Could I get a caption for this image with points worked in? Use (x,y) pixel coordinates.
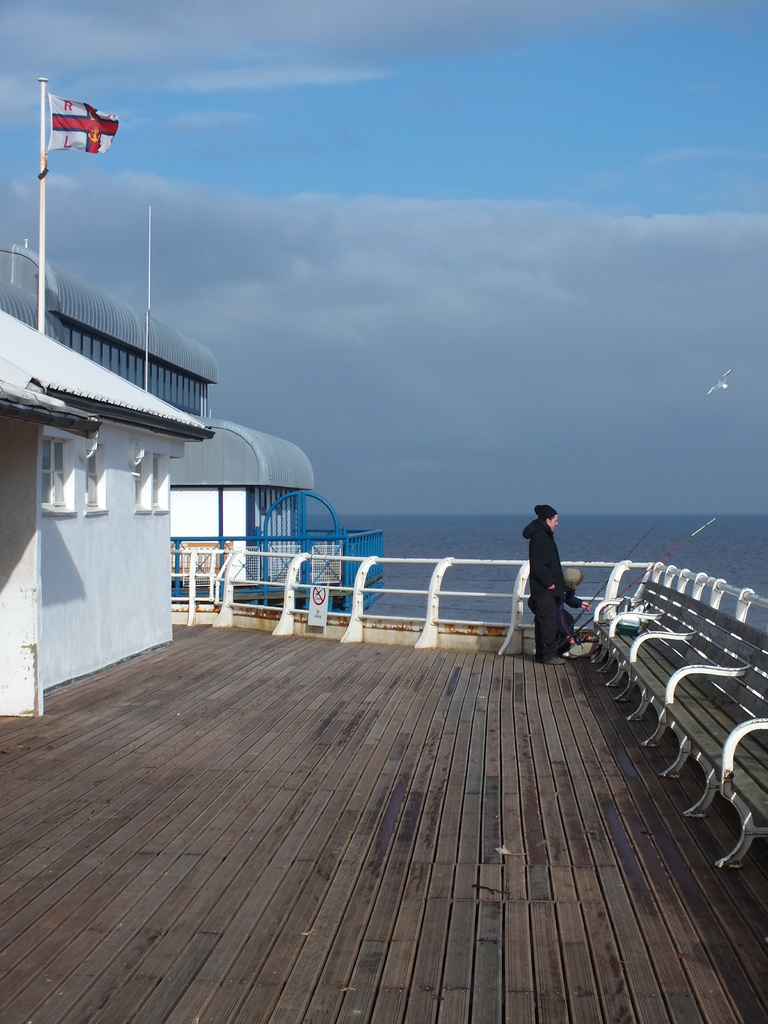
This is a pier (447,767). In this pier (371,735) there are benches (751,747). Also there are windows (55,506) and a flag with a pole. And there is a railing (515,617). In the background (501,494) there is water (467,600) and sky (464,226). In the corner of a pier (523,636) there is a person (541,594) standing.
